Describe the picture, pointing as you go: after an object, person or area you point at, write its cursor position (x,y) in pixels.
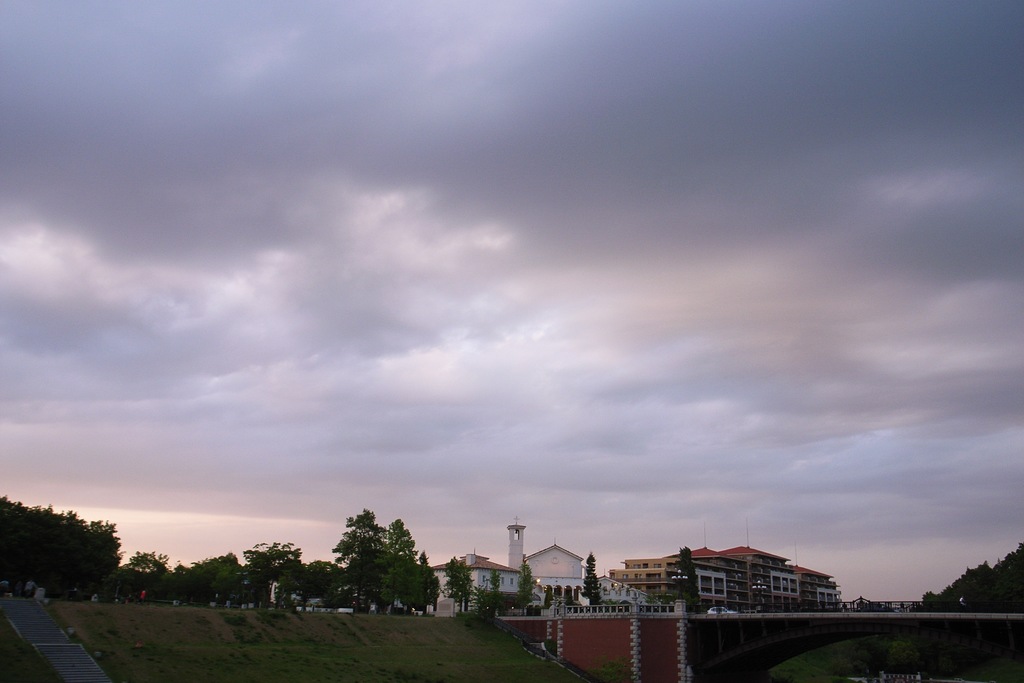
In the picture we can see the grass slope (211,661) and beside it, we can see the bridge (749,641) and on it we can see the vehicle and behind it, we can see some house buildings (560,590) and besides, we can see the trees (112,561) and in the background (564,246) we can see the sky (427,253) with clouds (349,301).
